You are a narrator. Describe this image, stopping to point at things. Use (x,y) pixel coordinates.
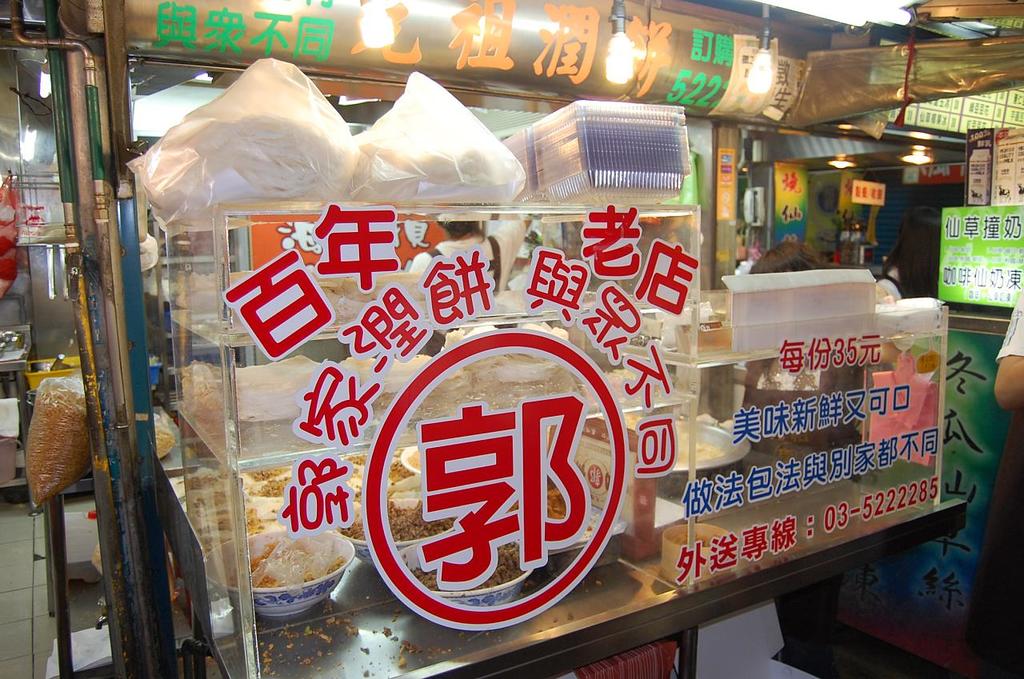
In this image in the center (484,306) there is one box (726,526), and in the box (368,563) there are some bowls (336,534) and in the bowls (321,579) there is some food (393,457). And on the box (463,456) there is some text (903,388), and on the box (434,397) there are some plastic covers (491,165) and some boxes (555,127). And in the background (844,176) there are some boards (985,336), poles (61,173), plastic covers (77,412), and in the covers (77,411) there is some food (77,411), lights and some other objects (13,90). At the bottom (28,579) there is floor (44,572) and on the right side of the image (1018,384) there is one person (1006,386).
